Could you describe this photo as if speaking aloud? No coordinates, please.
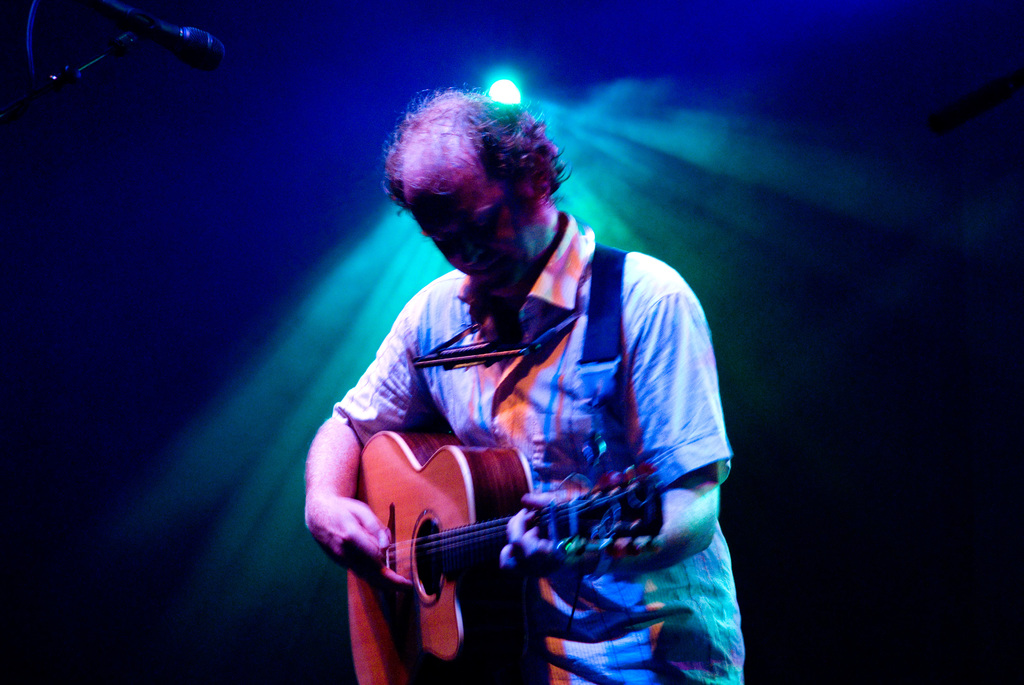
This picture shows a man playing guitar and we see a microphone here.
